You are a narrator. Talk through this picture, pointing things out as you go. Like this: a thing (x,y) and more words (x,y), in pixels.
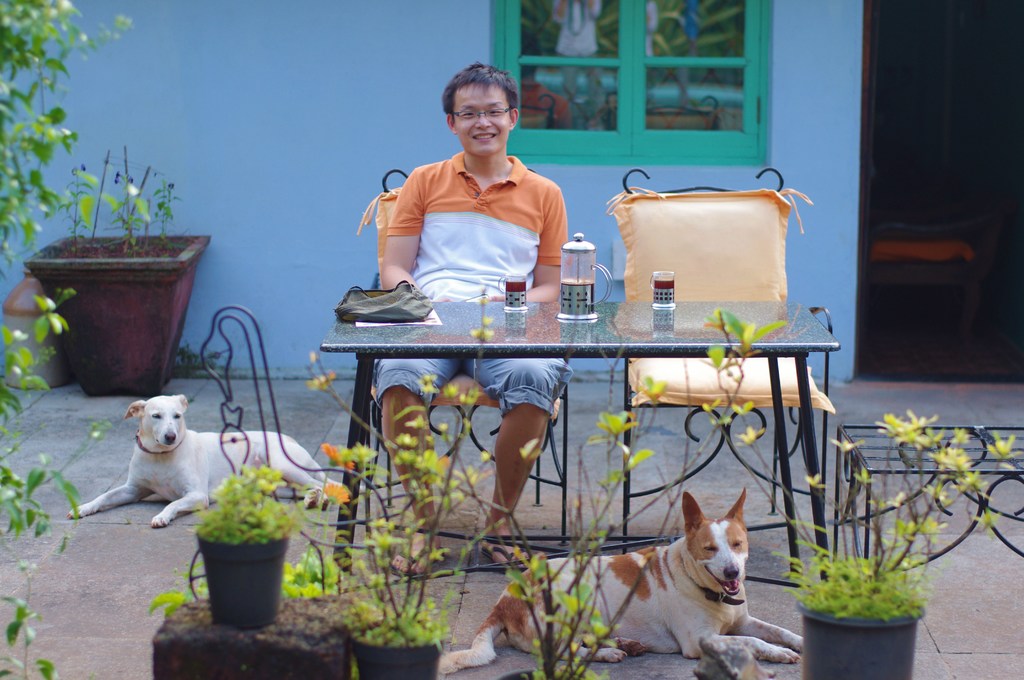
In this image there is a person (465,201) sitting and smiling. There are two dogs (739,593), one is in front of the table (396,347) and other is at the left side of the person (462,247). there is a jar (591,309), glasses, and a bag (405,312) on the table (484,344). At the back (532,46) there is a window (697,74) and door (948,133), in the bottom left (224,546) there is a flower pot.
